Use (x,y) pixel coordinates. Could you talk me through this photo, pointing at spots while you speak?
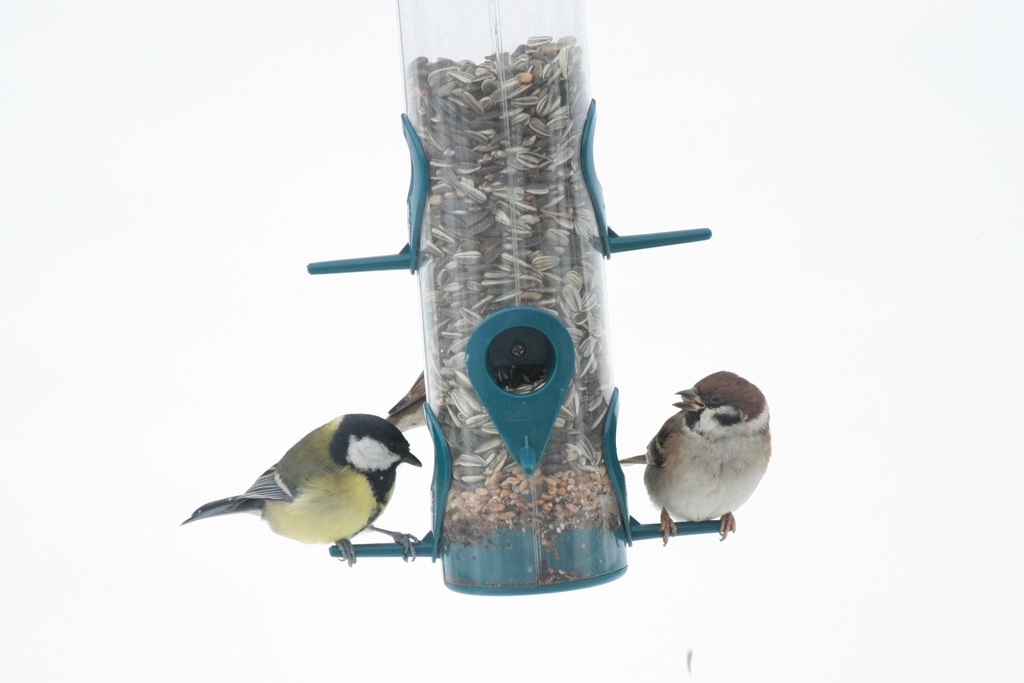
In this picture there are seeds (454,133) in the object (579,26) and there are two birds (360,452) standing on the object (507,466). At the back (792,166) there is a white background (577,607).
